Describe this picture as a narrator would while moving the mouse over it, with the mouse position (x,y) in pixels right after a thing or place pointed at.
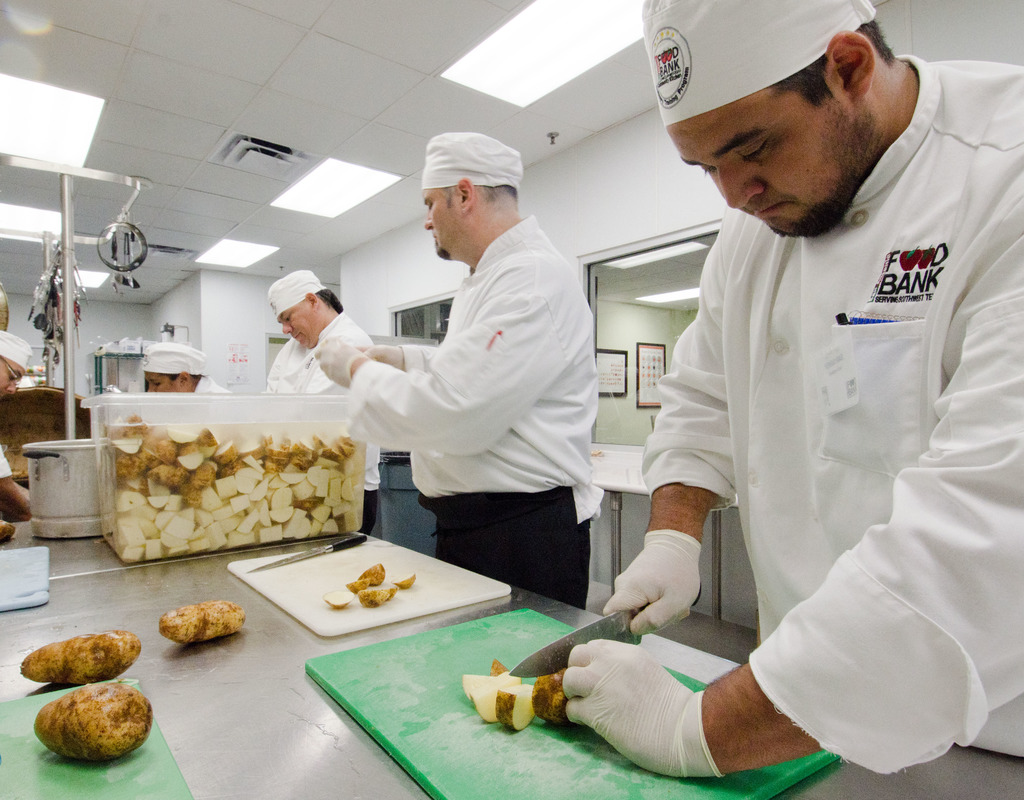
In this image I can see few tables (249,554) and on the both side of it I can see number of people (422,400) are standing. I can see all of them are wearing white colour dress (409,370) and white caps (505,164). I can also see two of them are wearing gloves (630,664). In the front (1001,693) I can see one person (631,597) is holding a knife (605,624) and a potato (541,677). On these tables (79,541) I can see few chopping boards (454,592), a container (203,506), an utensil (92,466), few poles (69,397), a knife (294,563) and number of potatoes (273,530), where few are on the table (116,564) and rest all are in the container (282,434). On the top side of this I can see number of lights (13,127) on the ceiling (375,223) and in the background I can see two frames (656,347) on the wall (616,423).
